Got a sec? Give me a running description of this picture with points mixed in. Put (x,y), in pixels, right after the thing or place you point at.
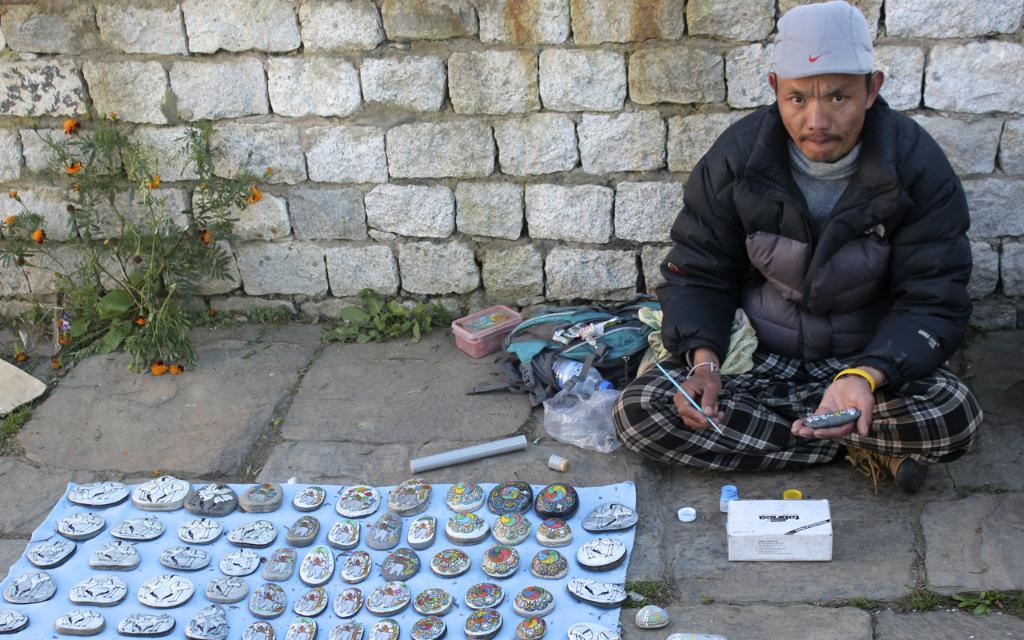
In the foreground of this image (591,633), on a sheet (291,582), there are painted stones (469,596). On the right (794,266), there is a man (793,380) sitting on the stone (931,520) holding a stone (819,418) and a brush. We can also see box (772,516), bottles (725,504), caps (792,495), a pipe like an object (518,438), a bag (579,352), water bottle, cover (589,416) and a pink color box (478,330). On the left (152,235), there is a plant (154,281) near the wall (541,119).
